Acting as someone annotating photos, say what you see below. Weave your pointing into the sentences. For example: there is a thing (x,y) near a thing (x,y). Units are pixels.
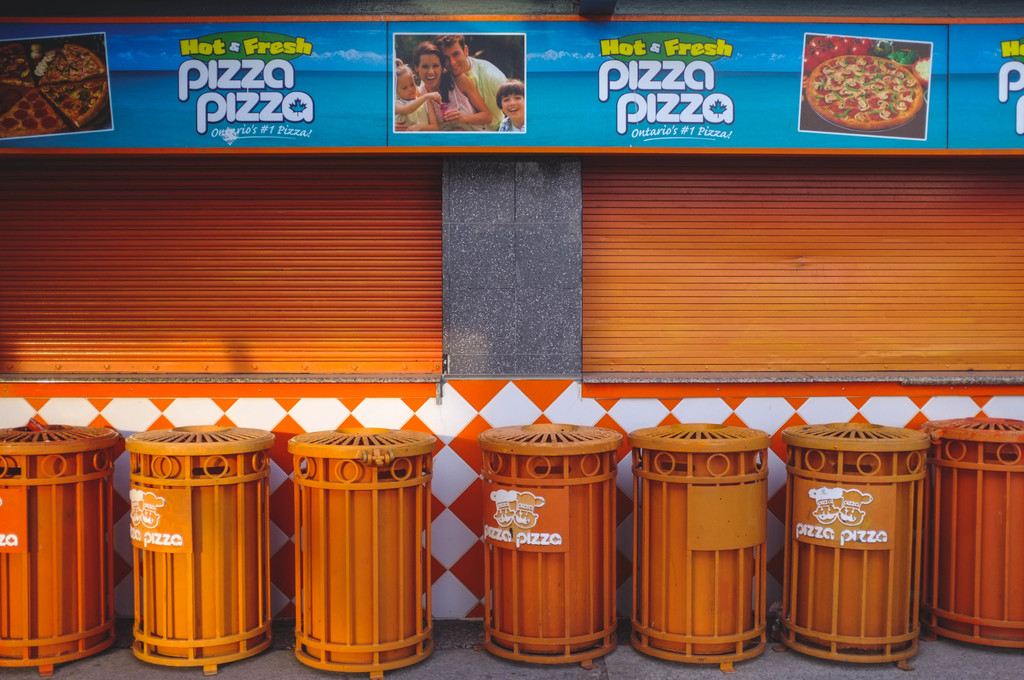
In this image I can see there are drums (575,490) visible in front of the building (274,598), on the building wall (280,587) I can see a hoarding board (478,94), on the hoarding board (436,44) I can see person image (467,57) and text (671,71) and pizza image (859,117) and I can see a orange color shutter (843,250) in the middle (674,256).
